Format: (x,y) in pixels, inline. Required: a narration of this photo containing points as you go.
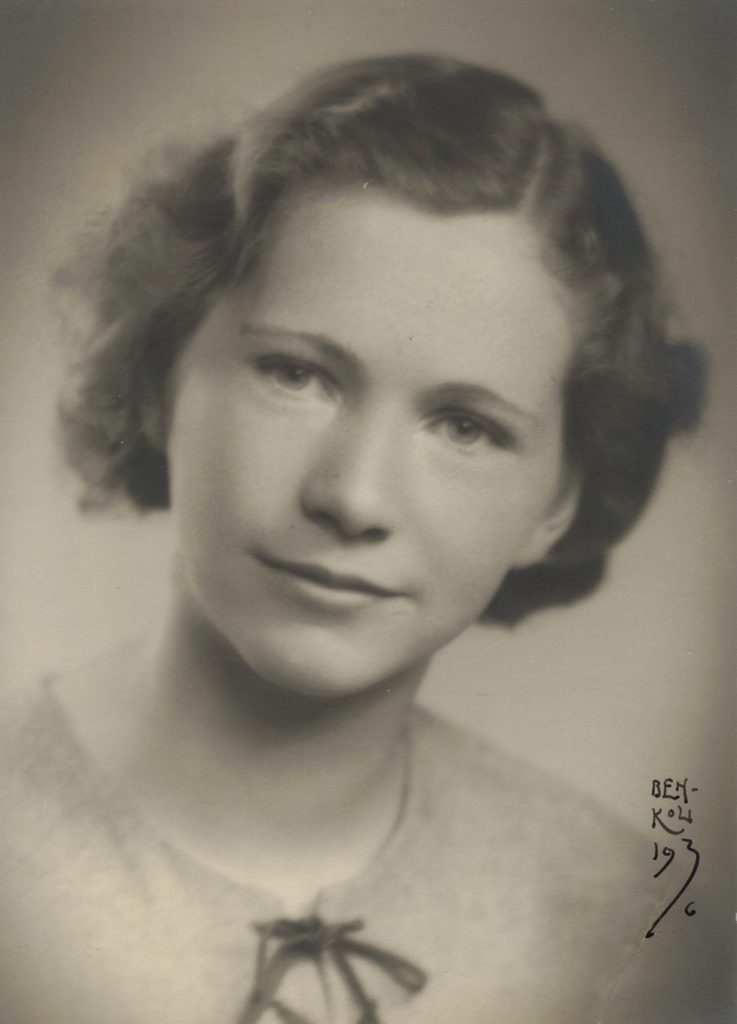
Picture of a woman (514,403), she is looking forward. Background (721,553) it is blur. Right side of the image (668,796) we can see a watermark (678,855).
